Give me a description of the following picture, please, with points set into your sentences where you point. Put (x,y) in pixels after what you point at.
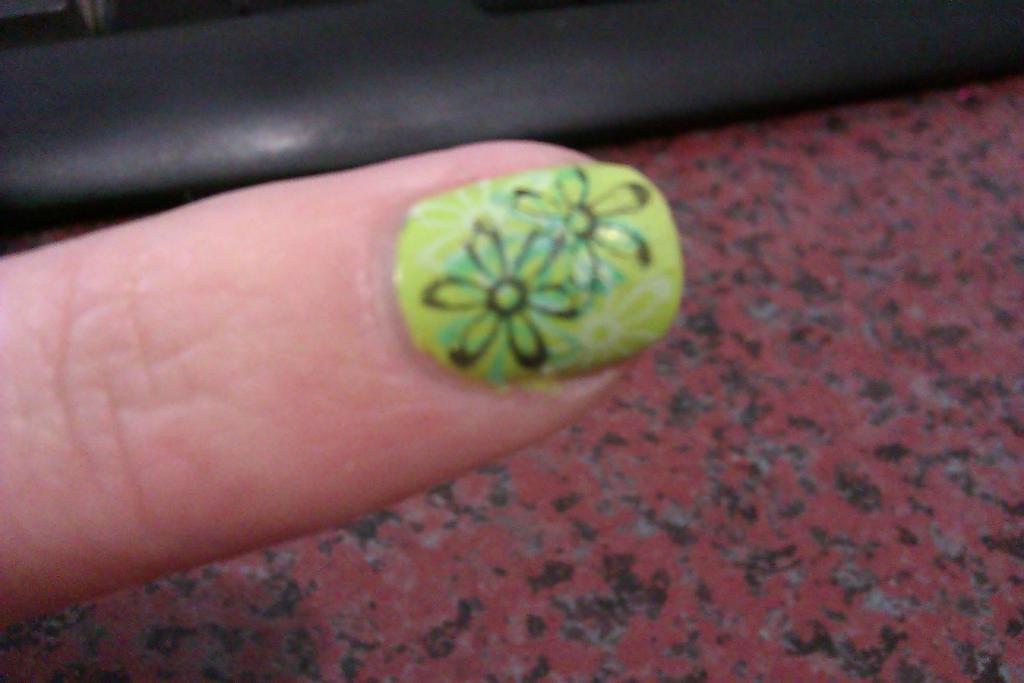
In the center of the image (508,449) there is a finger (452,325) on which there is a nail paint (588,279). At the bottom of the image (696,497) there is a surface (666,550).
